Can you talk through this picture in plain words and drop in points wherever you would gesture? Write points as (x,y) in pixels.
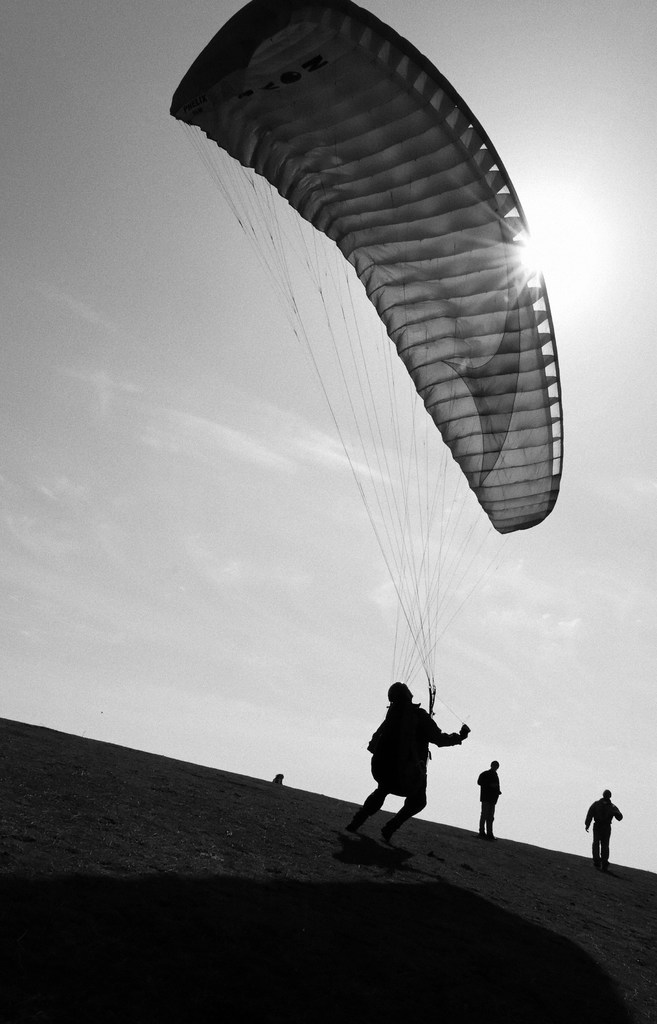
In this picture I can see a person (406,749) with a parachute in the middle (433,354), on the right side (608,828) two persons (608,818) are standing. At the top (131,314) I can see the sky (230,492), this image is in black and white color.
